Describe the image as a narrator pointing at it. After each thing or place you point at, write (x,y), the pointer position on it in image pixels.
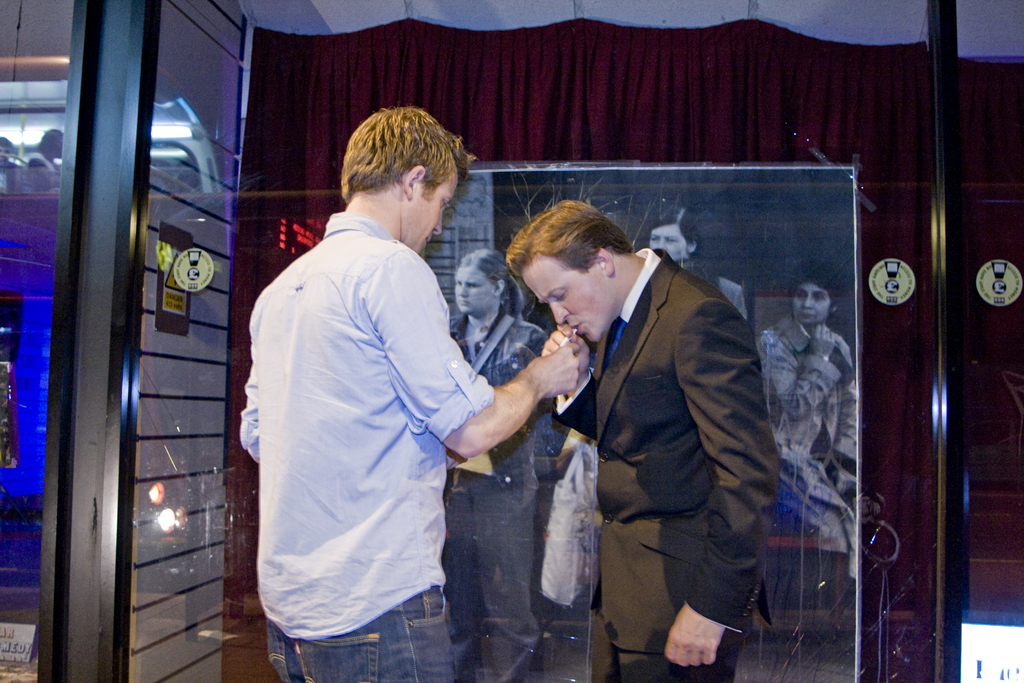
In this image we can see men (294,550) standing on the floor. In the background (578,583) there are a black and white picture (475,245) attached to the curtain (821,144), doors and electric lights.
